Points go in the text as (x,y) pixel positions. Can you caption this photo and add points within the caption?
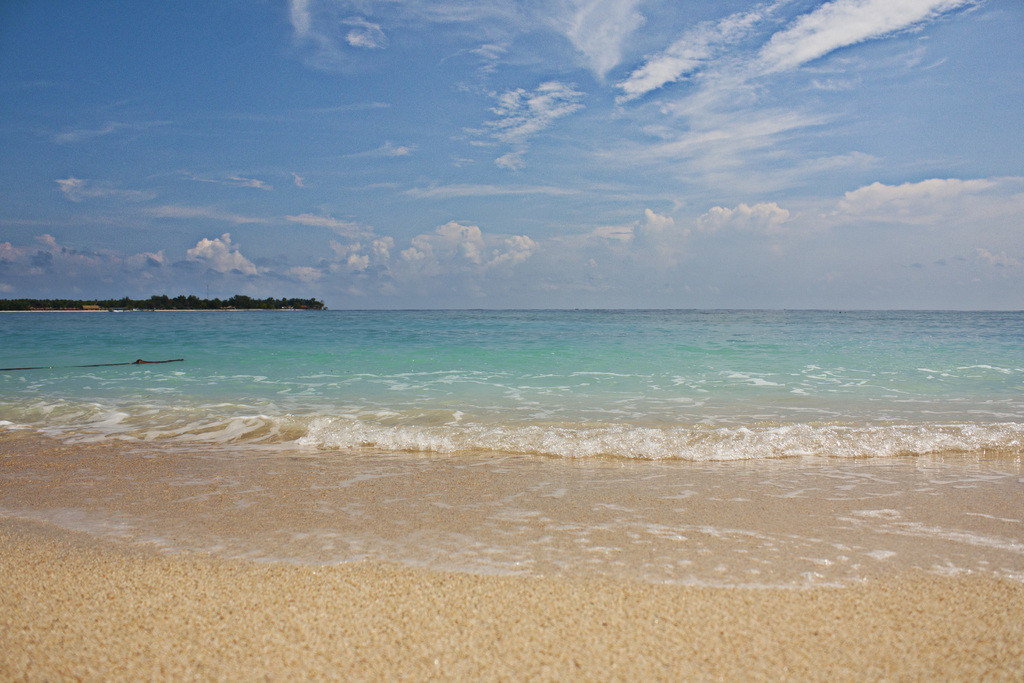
In this picture we can see a water (657,333), sand (649,609) i think this is a beach area (231,568) and on the background (151,295) we can see trees (196,297), sky (427,159) with clouds (890,210).
